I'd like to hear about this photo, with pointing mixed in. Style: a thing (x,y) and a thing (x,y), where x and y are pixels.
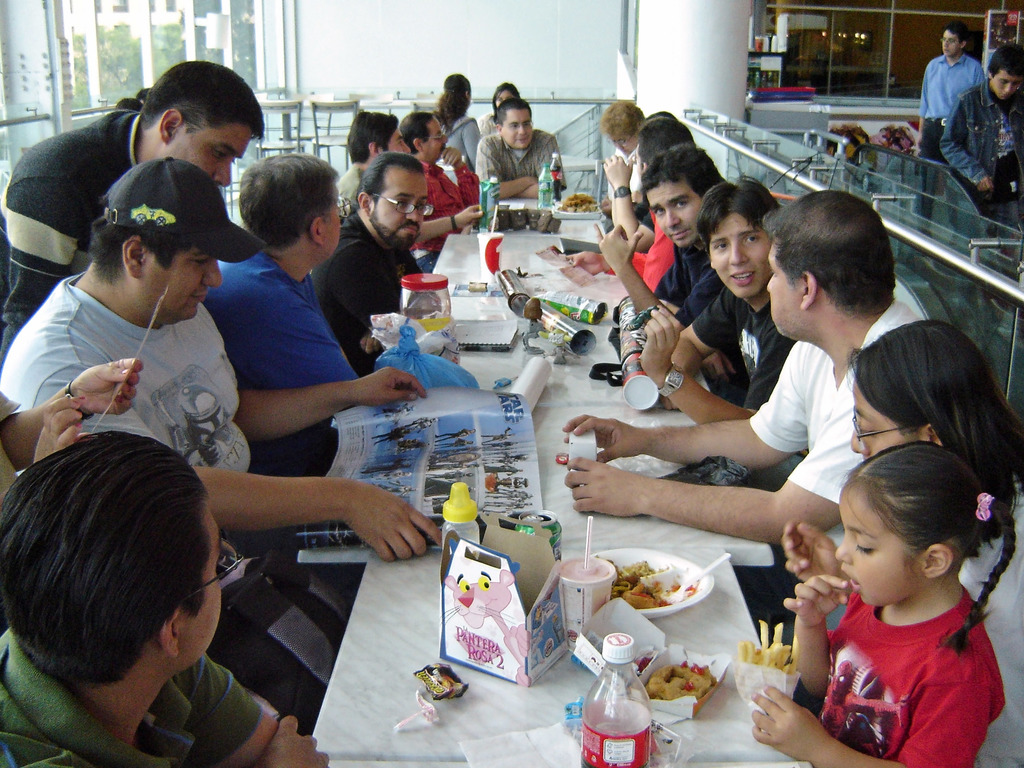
In this picture there are group of people (839,413) who are sitting on the chair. There is a bottle (618,724), food (673,588) in the plate (693,579). There is a box (514,575). There is a man (197,466) holding a sheet (423,466).
